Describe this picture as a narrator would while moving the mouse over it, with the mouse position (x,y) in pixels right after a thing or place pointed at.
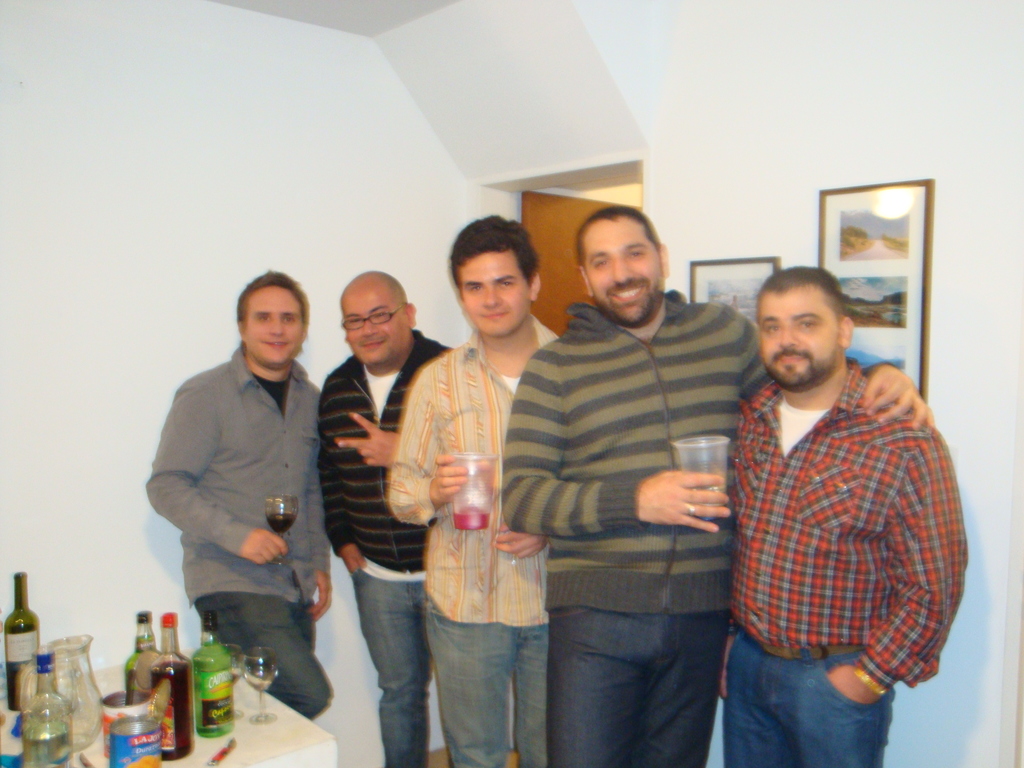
In the picture we can see in the house (1013,694) a five men (832,522) are standing and holding a glass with a wine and beside them, we can see a table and on it we can see some wine bottles (53,733), glasses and into the wall (42,236) we can see some photo frames (875,305) and a door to the wall (1015,412) which is of wood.
